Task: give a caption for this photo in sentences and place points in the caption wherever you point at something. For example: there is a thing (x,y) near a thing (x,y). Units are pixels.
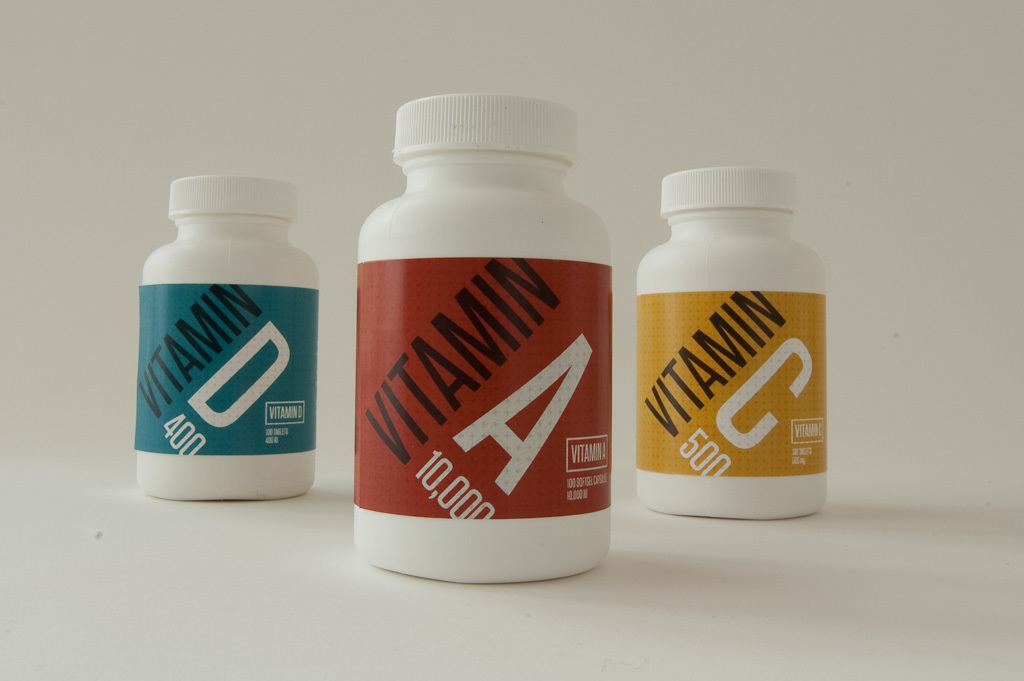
There are three vitamin bottles (514,347) where vitamin A (498,385) is red in color, vitamin C (697,384) is yellow in color and vitamin D (226,361) is blue in color.
